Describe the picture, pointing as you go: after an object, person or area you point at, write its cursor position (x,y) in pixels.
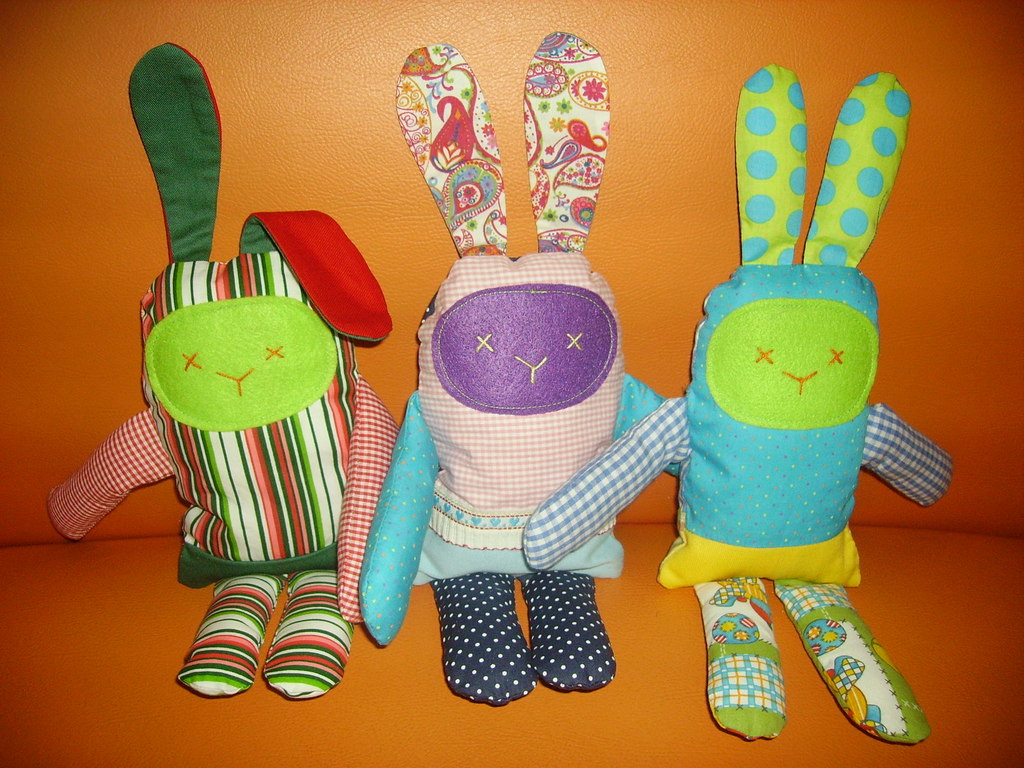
There are three toys (358,417) present in the middle of this image (350,347). The background (370,174) is in orange color.
